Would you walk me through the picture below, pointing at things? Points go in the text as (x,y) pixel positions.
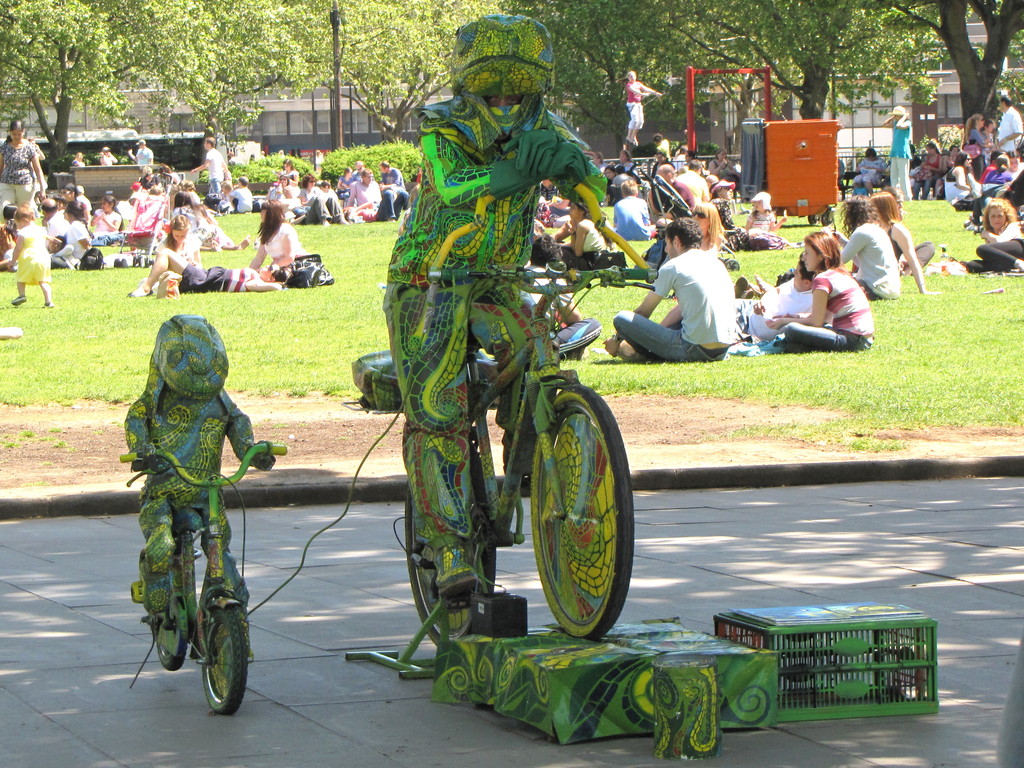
In this image there is a sculpture (437,457) of person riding bicycle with boxes (728,691) under that, behind that there is a grass fields (968,301) where people (988,241) are sitting and standing also there are so many buildings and trees (962,70).
